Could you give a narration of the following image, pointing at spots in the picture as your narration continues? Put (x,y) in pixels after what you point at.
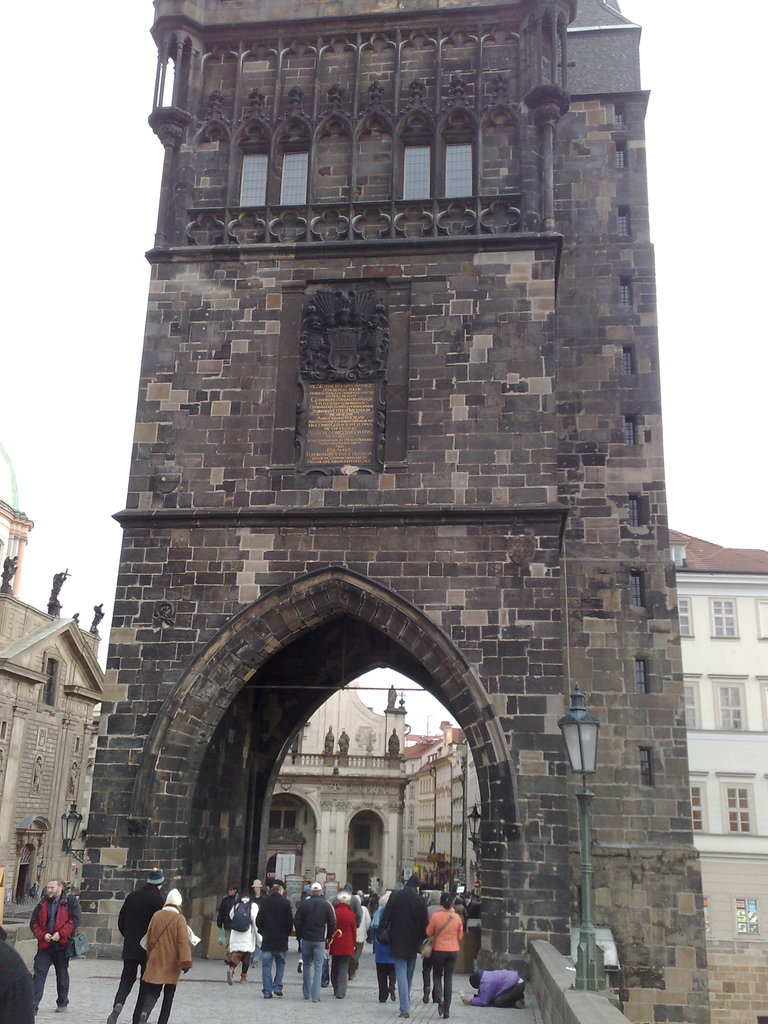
This image consists of some buildings (401,642) in the middle (401,642). There are some persons (13,1016) walking at the bottom (5,1007). There is light (583,843) on the right side (588,853). There is sky (75,27) at the top (13,114).
